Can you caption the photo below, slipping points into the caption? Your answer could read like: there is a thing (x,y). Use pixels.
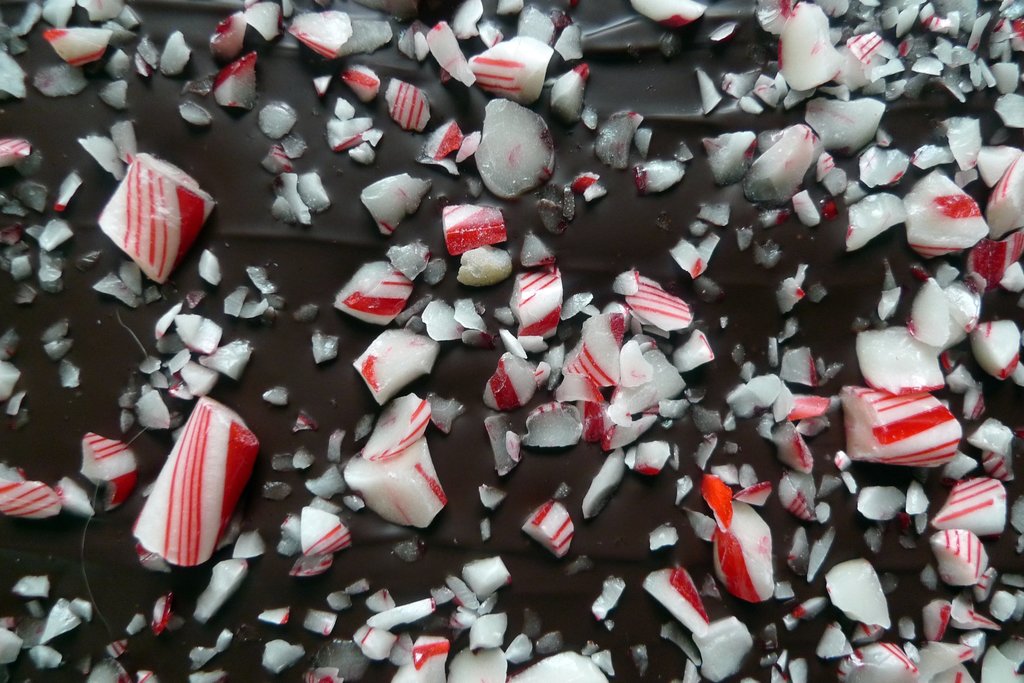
In this image, we can see a chocolate (280,419) with pieces of candy (388,276) over all the image.
